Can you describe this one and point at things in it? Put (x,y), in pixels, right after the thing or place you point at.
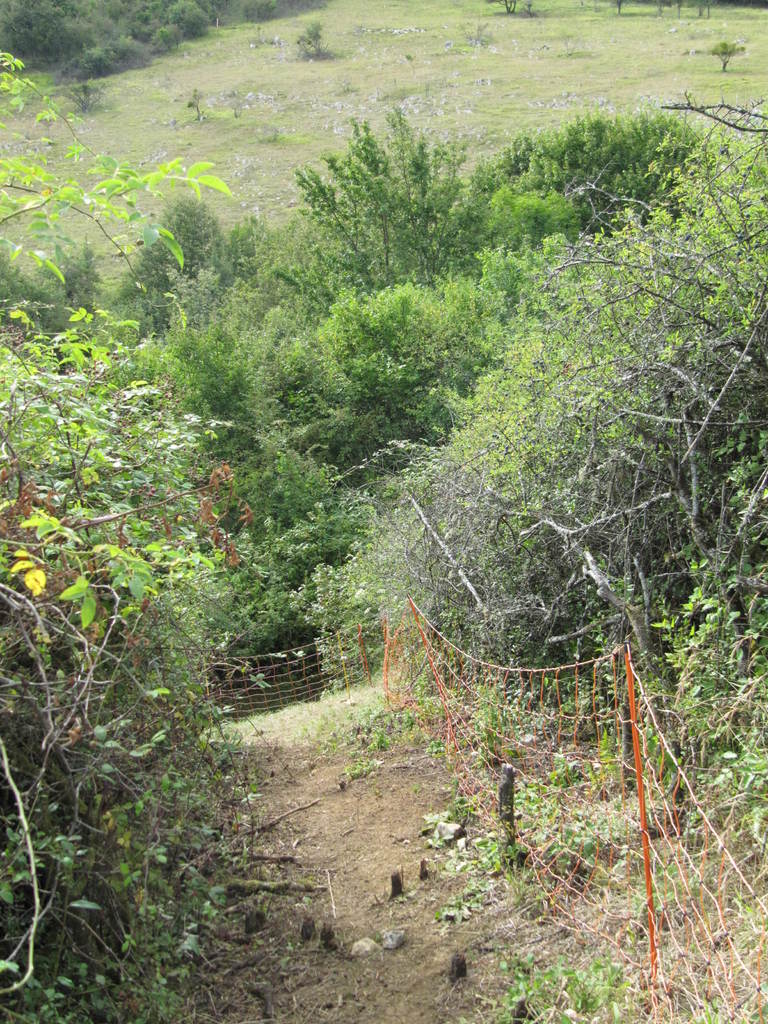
This is an outside view. At the bottom (354,836) there is a path (403,835). On the right side of the path (452,923) there is a net fencing (534,753). On the right (704,492) and left side of the image (70,767) there are few plants (277,547) and trees (282,451). At the top of the image (355,109) I can see the grass (388,75) on the ground (241,88) and there are some trees (75,24).
